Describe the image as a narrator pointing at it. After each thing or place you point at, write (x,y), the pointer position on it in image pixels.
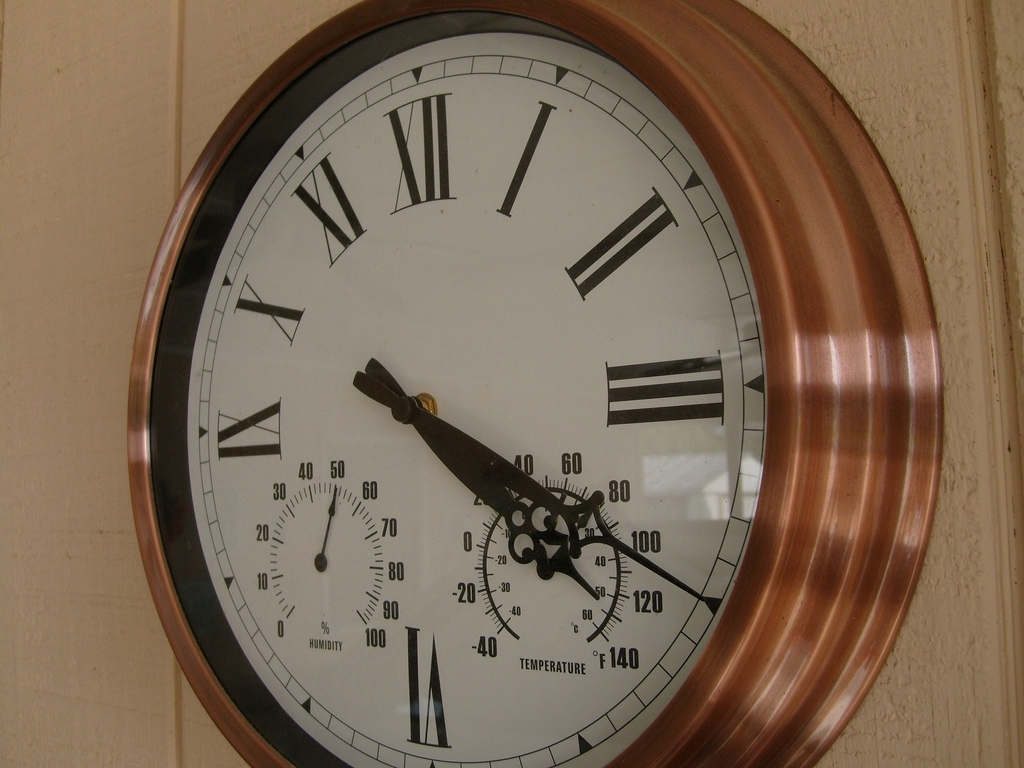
In the center of this picture (391,294) we can see a clock (145,332) hanging on the wall (107,693).
